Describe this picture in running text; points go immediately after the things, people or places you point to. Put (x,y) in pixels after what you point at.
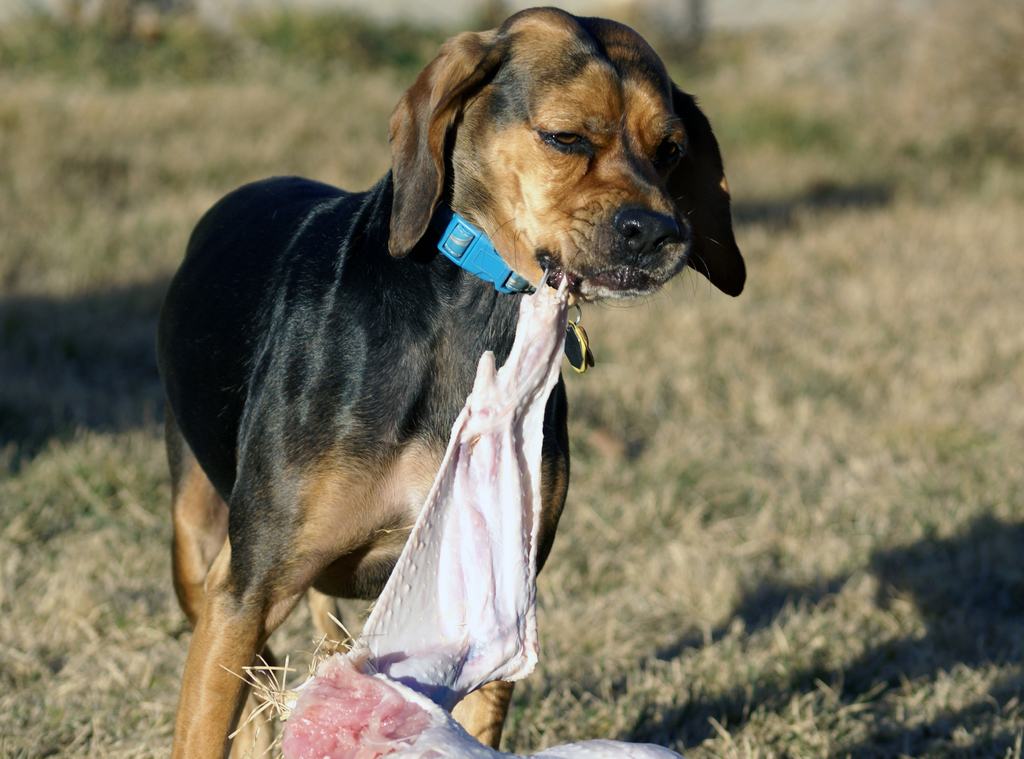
In this image we can see a dog (410,196) is standing, there is a belt (454,221) to it's neck (435,280) and it is holding meat (494,369) of an animal (497,625) in it's mouth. In the background (221,63) we can see the grass (625,366) and shadows (987,618).
